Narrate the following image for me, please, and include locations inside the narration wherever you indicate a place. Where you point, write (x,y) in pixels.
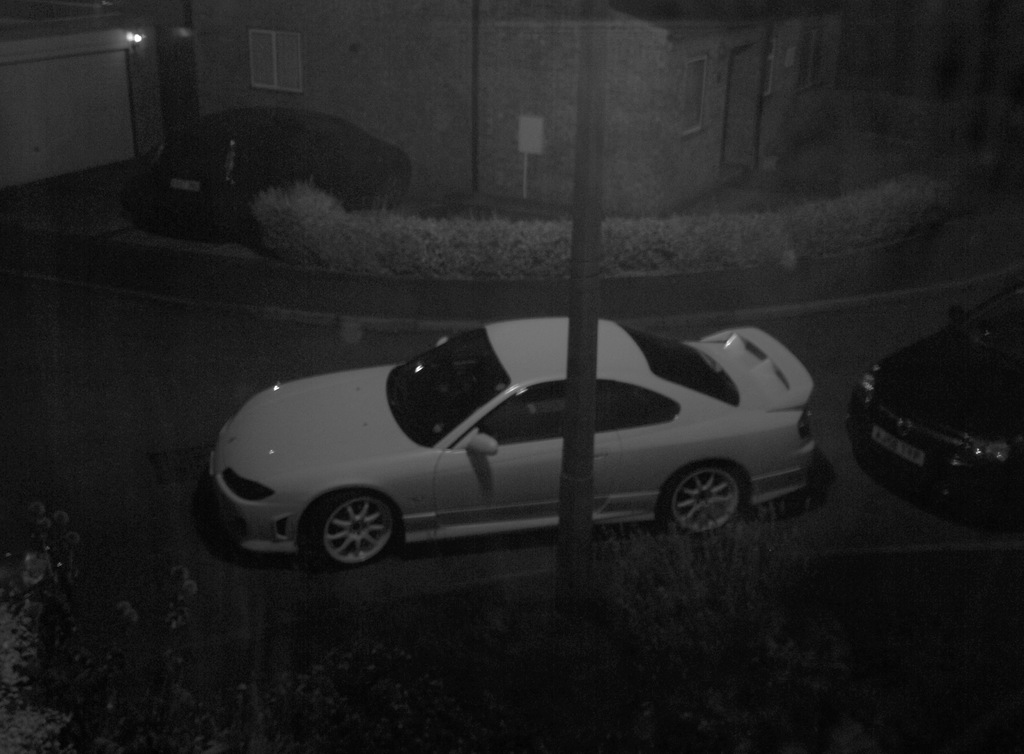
In front of the image there are plants (647,576). There is a pole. There are cars (541,325), bushes (398,256), buildings (428,162) and a board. On the left side of the image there are lights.
